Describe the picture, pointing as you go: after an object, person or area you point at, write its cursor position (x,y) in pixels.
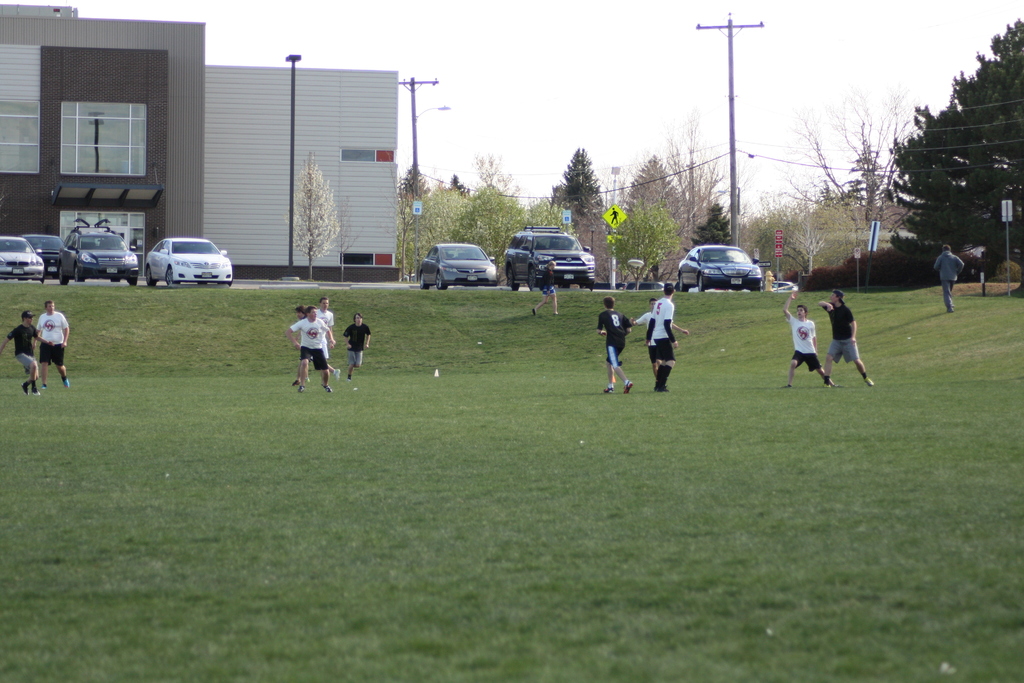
In this picture we can see people (805,338) playing on the grass ground (431,317). In the background (6,119), we can see vehicles (681,283), buildings (305,87), trees (838,251), poles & sign boards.
